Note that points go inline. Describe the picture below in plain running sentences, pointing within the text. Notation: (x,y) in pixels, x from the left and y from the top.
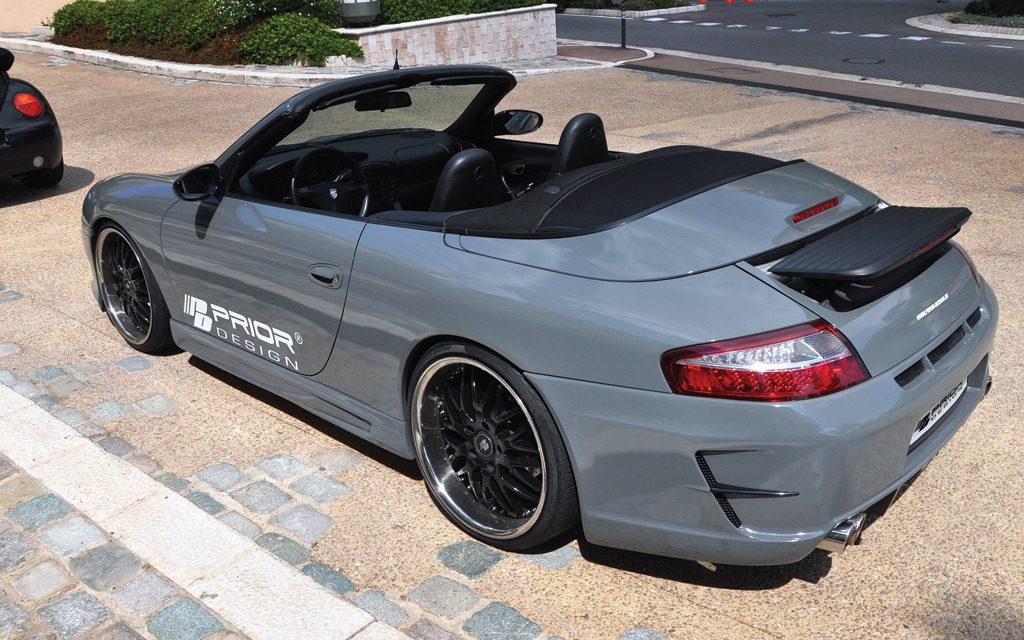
In this image i can see a grey colored car (510,290) in which there are black seats (484,179), and i can see it has black tires (160,329). In the background (816,34) i can see the road (801,31), few plants (191,10), another vehicle (6,79) and the side walk (782,71).
